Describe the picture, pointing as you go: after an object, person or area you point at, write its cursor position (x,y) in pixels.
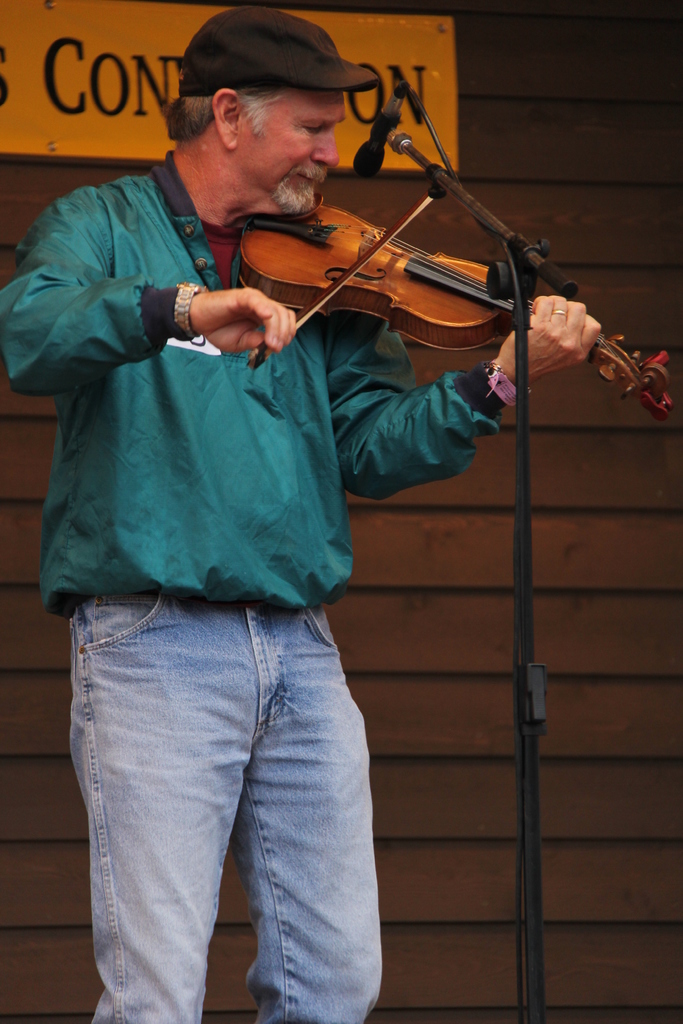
In this image on the left side (102,482) there is one person (225,517) who is standing and he is playing violin (325,270), in front of him there is one mike (381,128) and on the background (409,786) there is one wooden wall (466,887).
